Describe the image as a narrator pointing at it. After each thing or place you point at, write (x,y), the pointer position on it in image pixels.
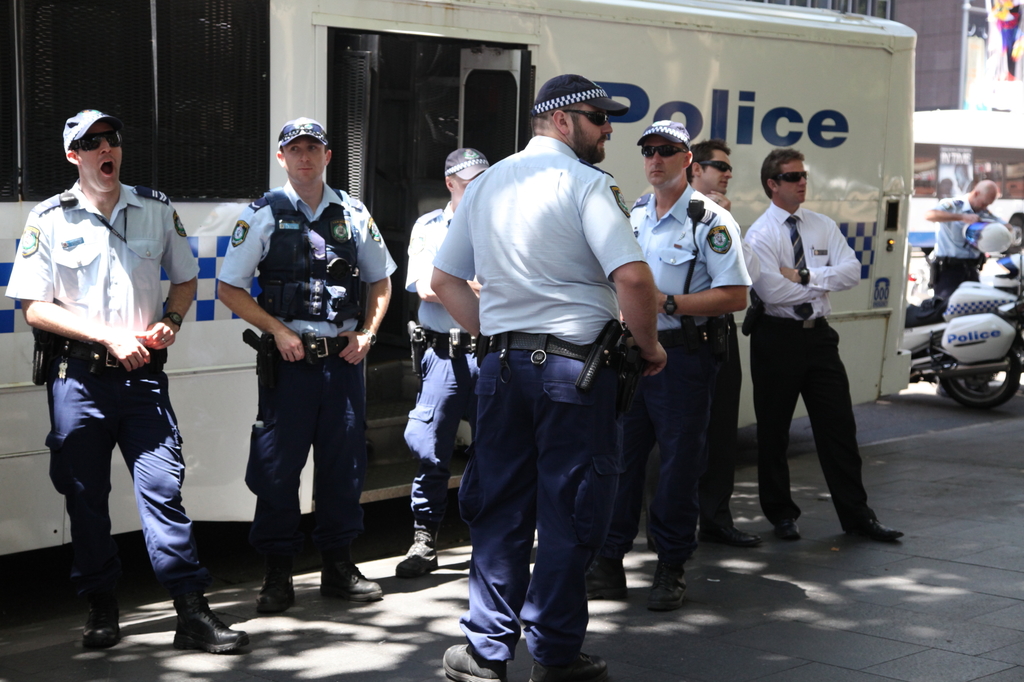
As we can see in the image there are group of people (279,249) here and there, white color bus (832,196) and motorcycles (960,288). In the background (926,18) there are buildings (948,60).
